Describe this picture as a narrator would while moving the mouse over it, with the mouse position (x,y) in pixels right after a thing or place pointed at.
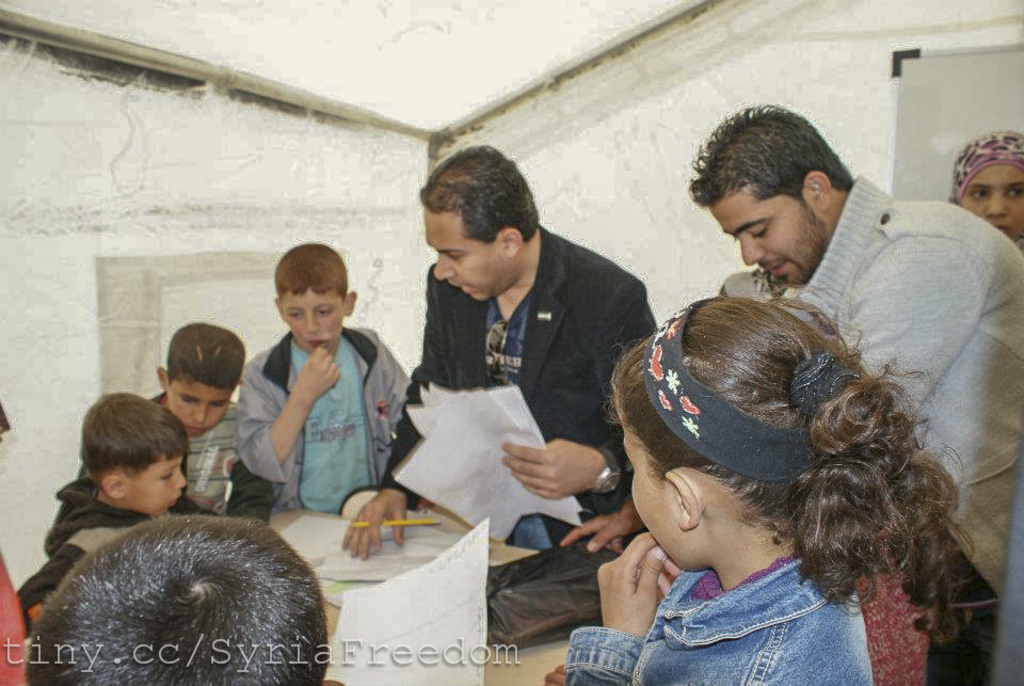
In this image we can see these persons (1023,339) here and children (667,405) here and this person (412,437) is holding papers (492,503) and pen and we can see a few more papers (406,632) on the table (449,561). In the background (923,7), we can see the wall (764,30) and the board (1008,70). Here we can see the watermark (99,652) on the bottom left side of the image (107,649).
